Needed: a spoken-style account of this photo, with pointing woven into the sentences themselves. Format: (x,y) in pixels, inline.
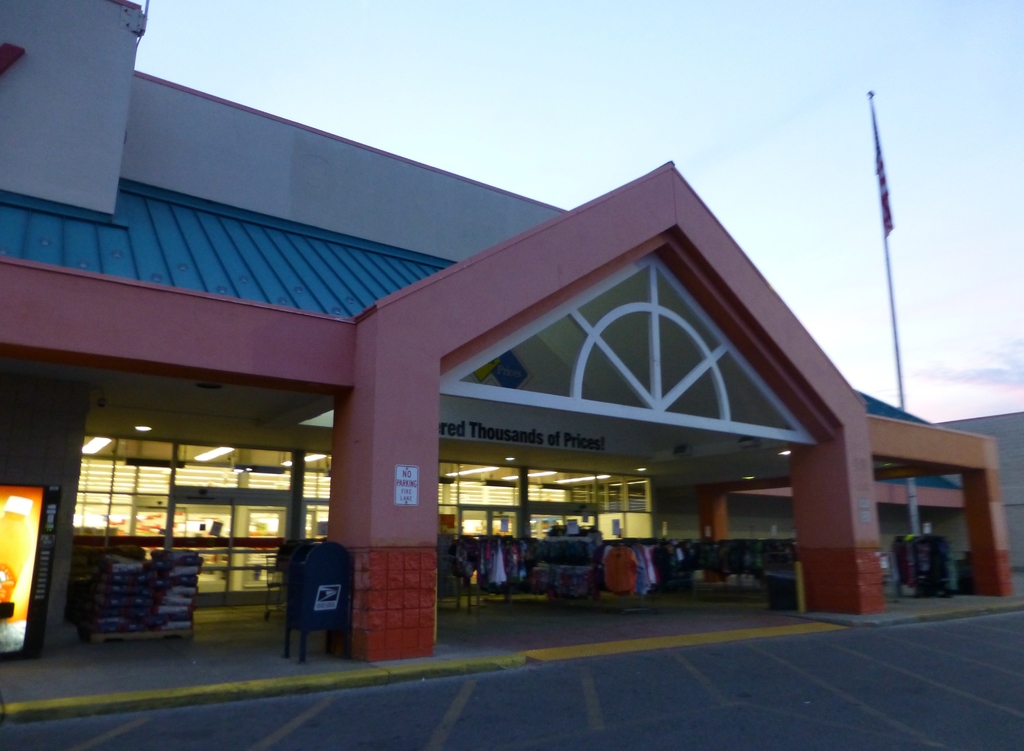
As we can see in the image there is a store (133,290), clothes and screen (13,606). Here there is a flag (879,171). On the top (407,48) there is a sky (398,45).
